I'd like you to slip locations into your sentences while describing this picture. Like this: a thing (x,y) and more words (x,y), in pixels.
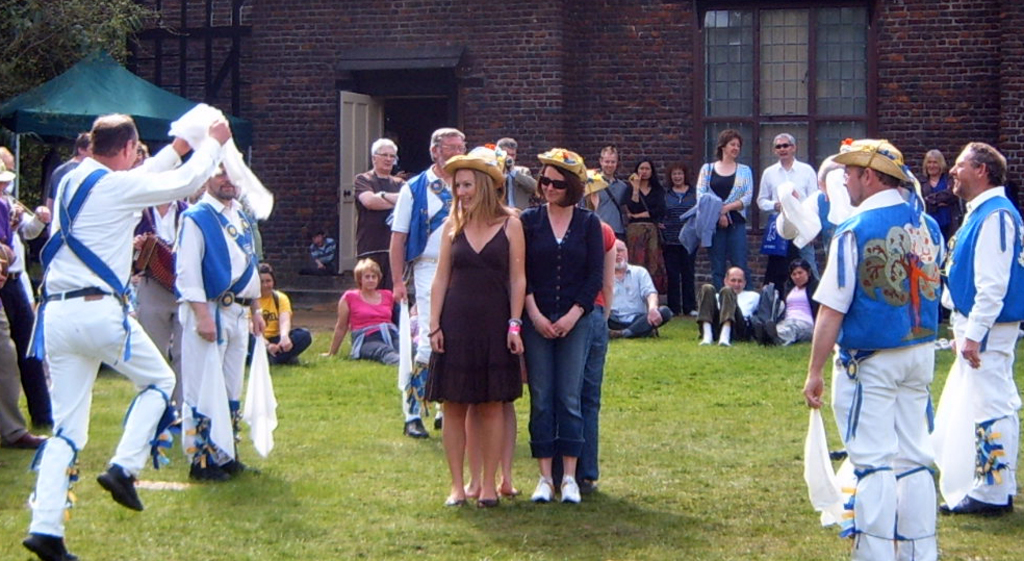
In front of the picture, we see two women (562,253) are standing. They are smiling. Behind them, we see the people (622,277) are standing and few of them are sitting on the grass (427,533). At the bottom (423,498), we see the grass (394,468). On the left side (98,328), we see a man (70,269) in the white shirt (117,270) is holding a white cloth (201,115) in his hand (215,125). He is running. On the left side (96,109), we see a green color tent (94,110). Beside that, we see a tree (21,49). In the background (227,68), we see a building (420,83) which is made up of bricks (546,73). It has windows (718,76) and a white door (353,170).
